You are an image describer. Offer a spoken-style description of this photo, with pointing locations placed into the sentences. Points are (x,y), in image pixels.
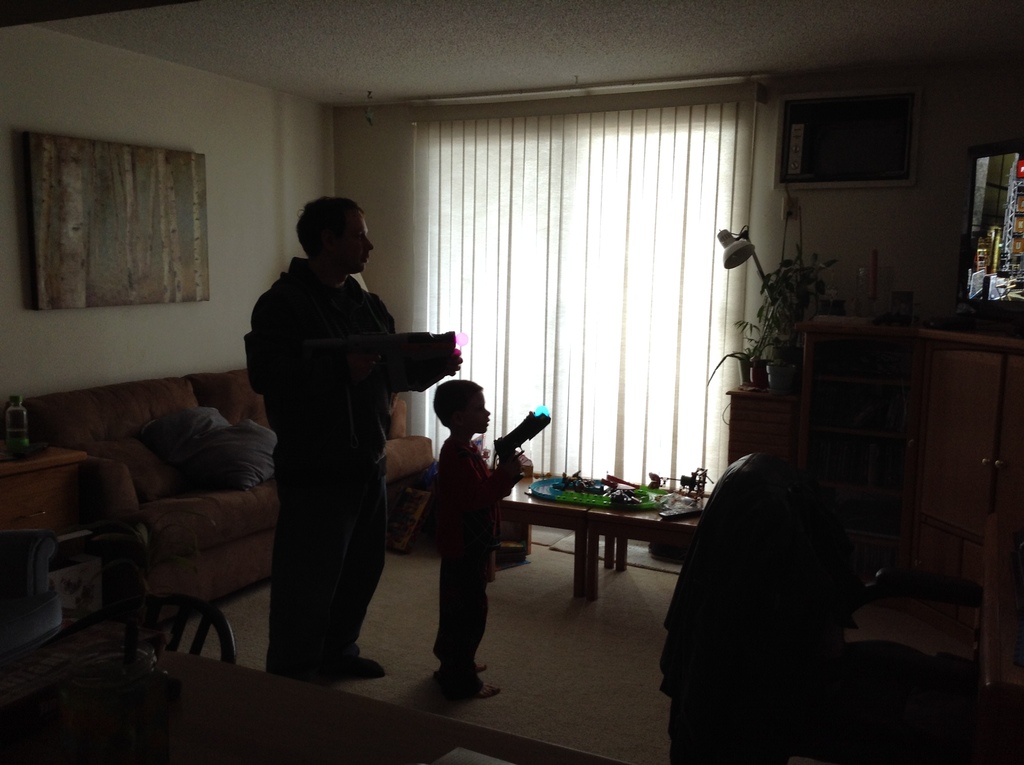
This is a picture inside of a house (28,370) and there are two persons (305,527) standing on the floor (388,669). And right side (756,370) i can see a flower pot (779,377) and there is a curtain (603,233) on the middle (538,256) And a photo frame (79,260) attached to the wall (67,344) on the left side (35,383), on the left side (114,405) corner i can see a sofa set (218,524) and there is a table (199,733), on the left side (272,726) corner.
